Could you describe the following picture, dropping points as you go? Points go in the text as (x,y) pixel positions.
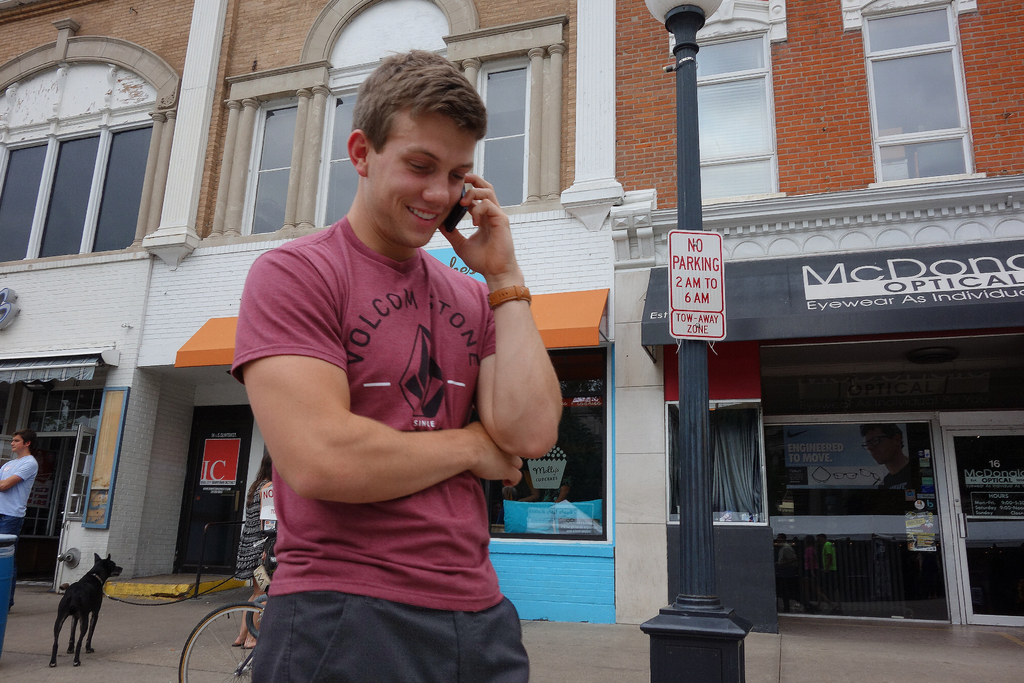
In front of the picture, we see a man (499,379) is standing. He is holding a mobile phone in his hand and he is smiling. Behind him, we see a bicycle (247,659) and a black dog (109,569). In the middle (682,367), we see a pole (685,144) and a board (716,289) in white color with some text (713,324) written on it. On the left side (5,613), we see a blue color garbage bin (7,557) and a man (13,505) in the white T-shirt (27,457) is standing. In the background (53,437), we see the buildings (632,308) in white, brown, orange and blue color. We see a board (799,288) in black color with some text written on it.
